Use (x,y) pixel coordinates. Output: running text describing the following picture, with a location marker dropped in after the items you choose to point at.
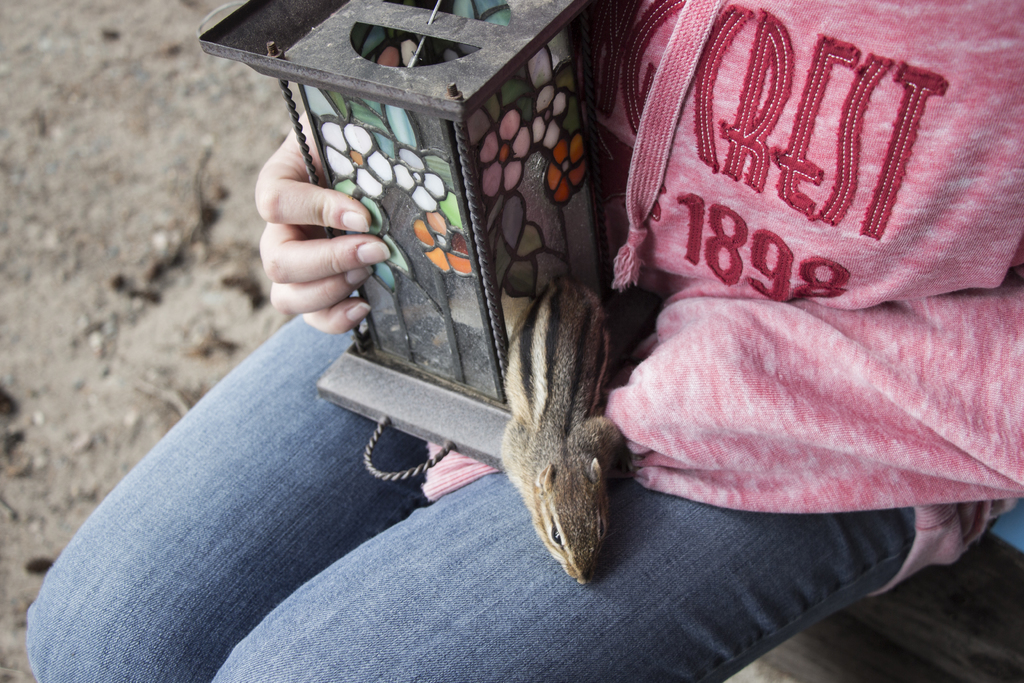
In this picture I can see a person (630,377) sitting and also holding a stained glass box (484,312), in the middle (617,444) there is a squirrel (595,448).
